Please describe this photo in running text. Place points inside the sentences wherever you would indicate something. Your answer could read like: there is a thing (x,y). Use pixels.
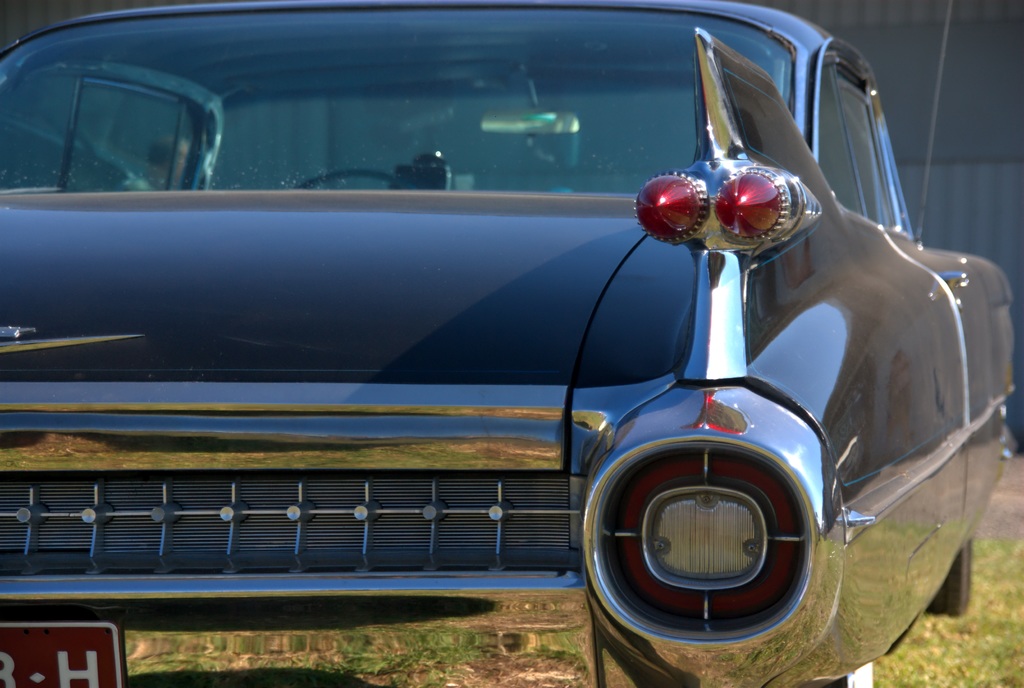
In this picture we can see a car (604,317) in the front (537,308), at the right bottom (969,647) there is grass (937,648).
